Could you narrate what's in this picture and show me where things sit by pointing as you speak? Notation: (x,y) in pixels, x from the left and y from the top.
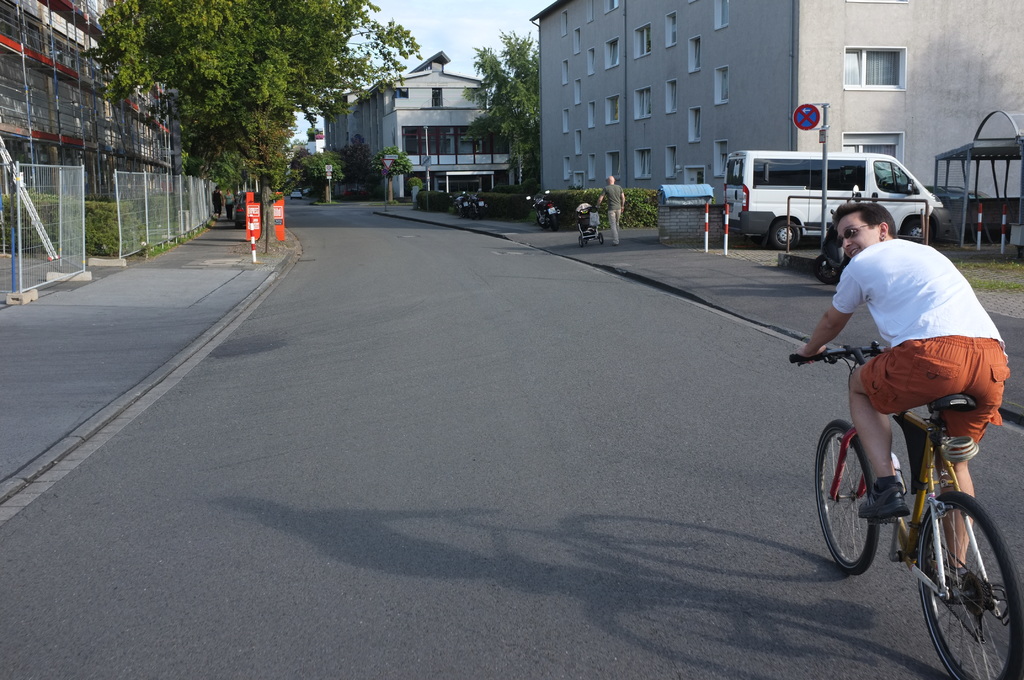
A man (887,476) is riding bicycle (981,517) on the road (902,609). We can see vehicle (814,159), buildings (595,8), trees (254,34), sky (358,40), fence (70,246), small plants (99,243) on either side of the road (666,371).
